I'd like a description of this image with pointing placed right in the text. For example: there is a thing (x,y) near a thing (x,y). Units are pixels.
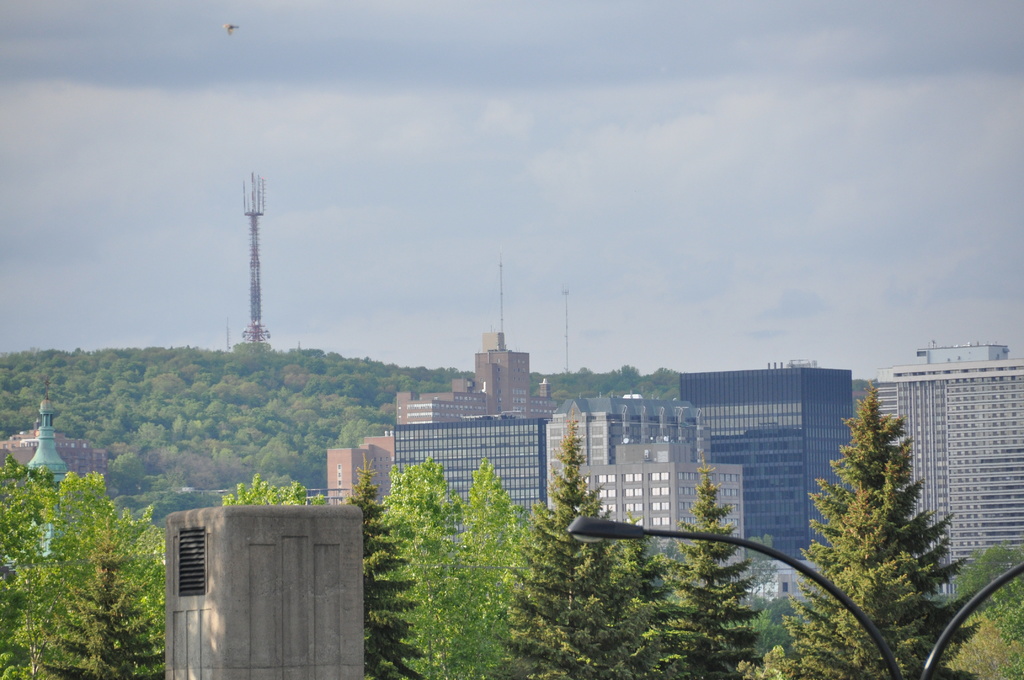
In this image we can see that there are so many buildings (630,436) in the middle (568,431). In the background (305,378) it seems like a hill (217,385) on which there is a tower (255,244). On the right side (881,636) bottom there are lamp poles (885,651). On the left side (208,583) bottom there is a pillar (303,574). Beside the pillar (231,557) there are trees (583,577). At the top (662,133) there is the sky (662,133).
